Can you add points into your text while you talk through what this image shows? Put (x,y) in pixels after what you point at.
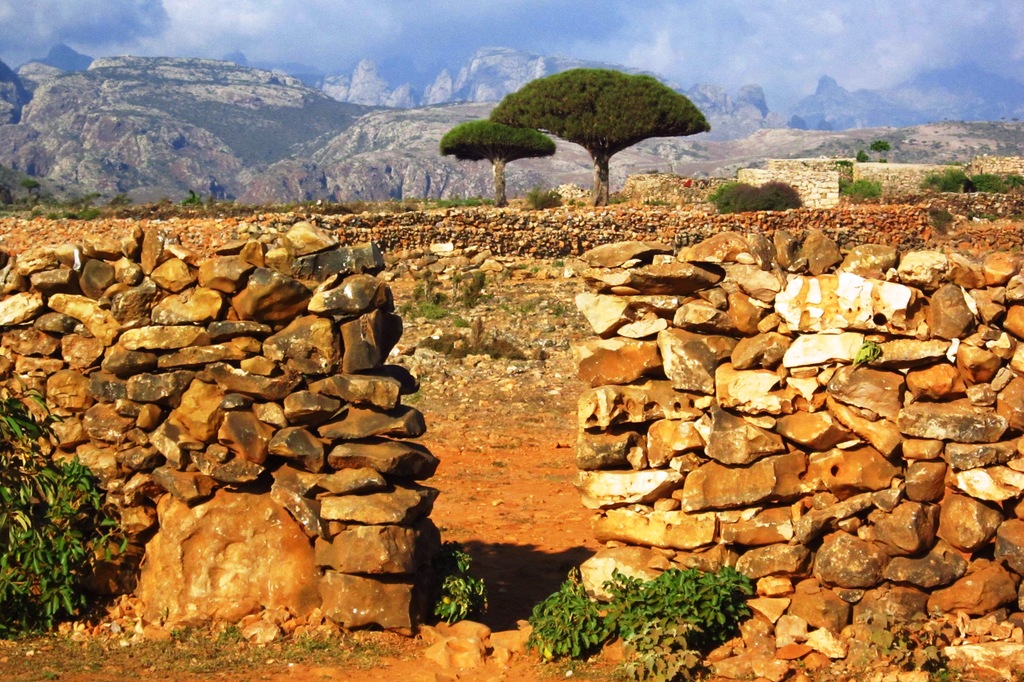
In the picture there is a stone wall (793,555), there are plants (23,488), trees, mountains (544,72), there is the sky (608,29).
